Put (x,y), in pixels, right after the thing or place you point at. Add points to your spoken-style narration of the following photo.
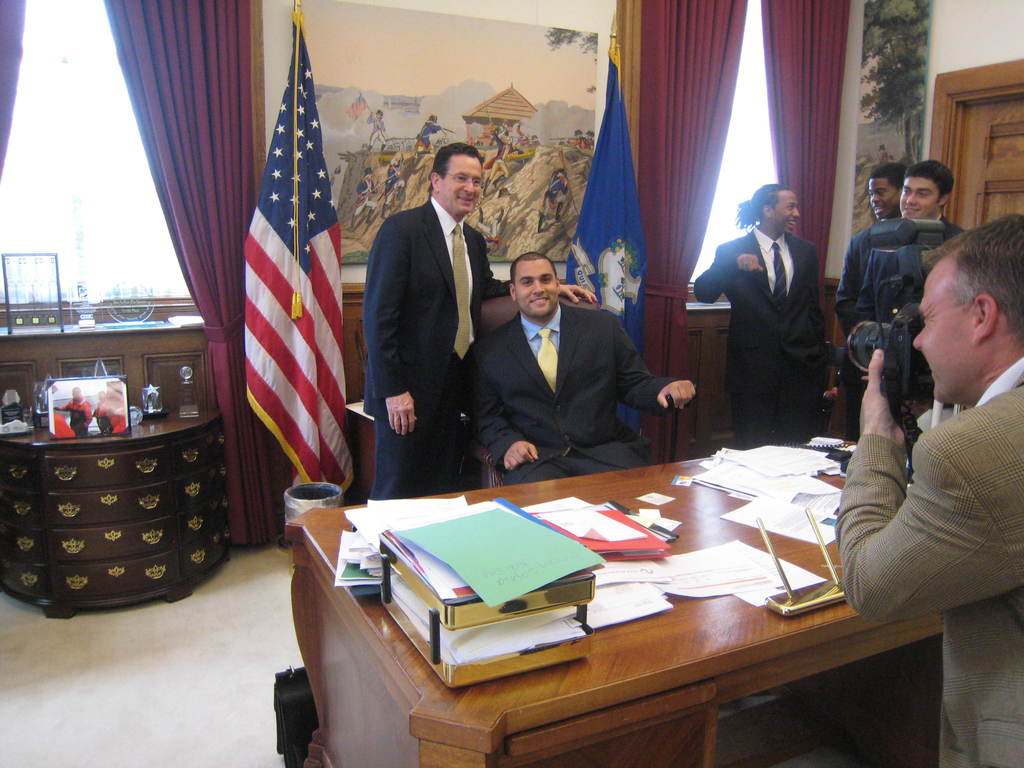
In this image I can see the group of people (422,325) with different color dresses (445,393). I can see one person (881,365) holding the camera (880,342). In-front of these people (862,383) I can see the books (467,652), papers (480,636) and some objects (658,528) on the table (495,681). To the left (176,534) I can see the photo (65,435) and some objects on the table (140,440). In the background (193,291) I can see the flag (263,265), curtains (207,232) and boards (486,166) to the wall (983,32).
